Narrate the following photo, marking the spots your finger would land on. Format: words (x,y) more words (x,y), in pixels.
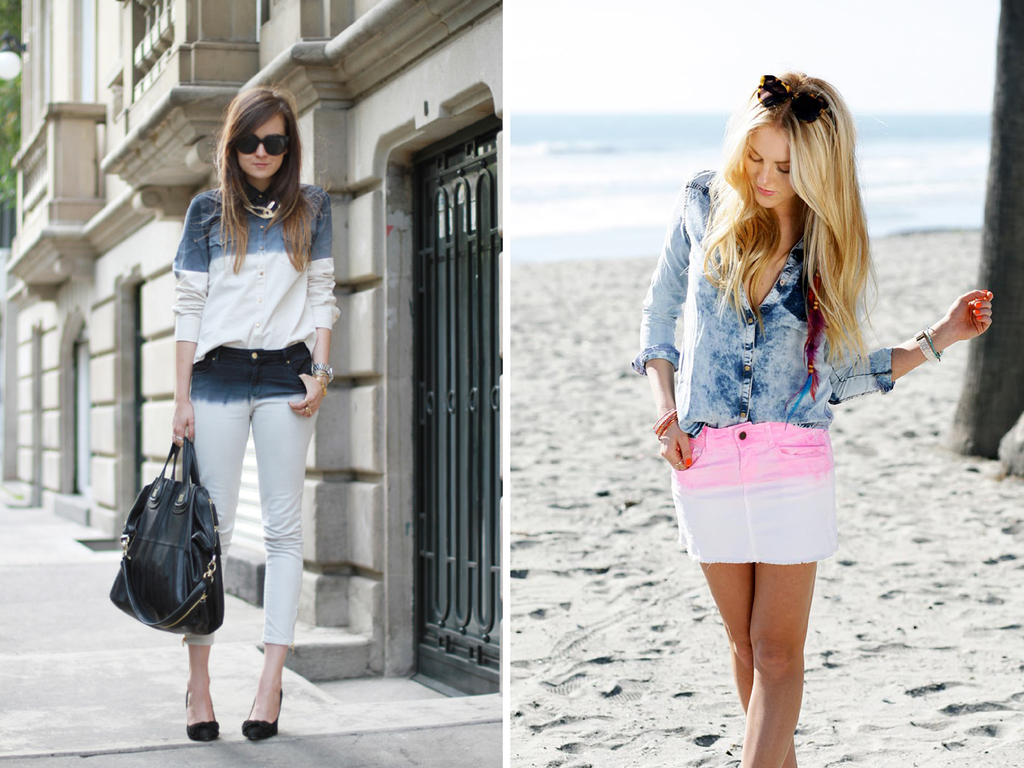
This is a collage image and we can see the both woman (245,149) in this image giving poses and the woman (221,514) in the left (272,477) is having a handbag (183,466) in her hand (176,435) and she is wearing goggles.
